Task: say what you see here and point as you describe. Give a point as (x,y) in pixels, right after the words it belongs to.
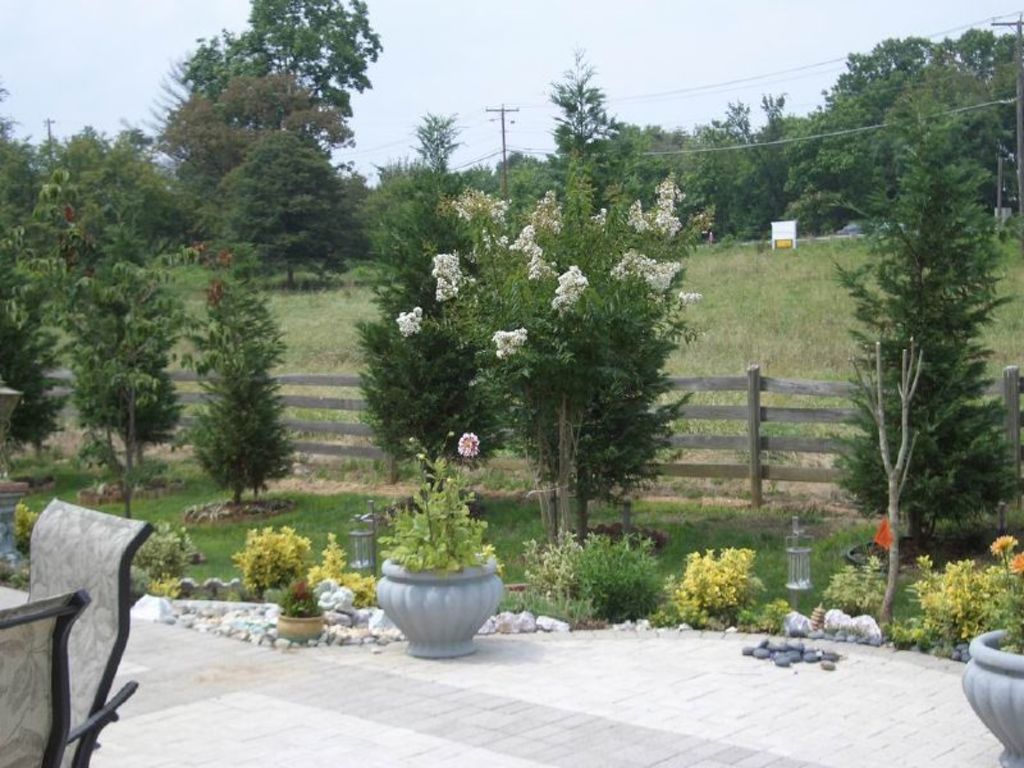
In this picture I can see there are few plants (268,568), stones (329,595), chairs (44,605) on to left (57,607) and there is grass (211,567), a wooden fence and trees (413,372) in the backdrop (329,442), there are electric poles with cables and the sky (461,113) is clear.
